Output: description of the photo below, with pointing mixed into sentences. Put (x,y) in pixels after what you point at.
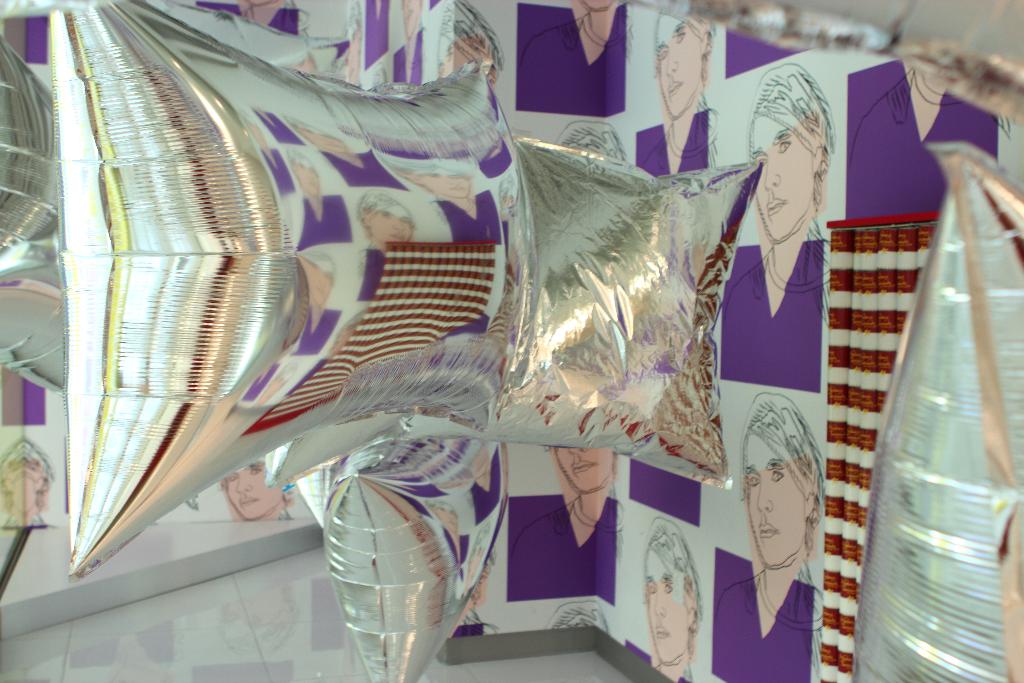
In this image I can see few pillows (440,450). In the background (752,208) there is an object (748,324) which seems to be a board (698,144). On this, I can see few images (785,369) of a person (765,298). At the bottom (196,643), I can see the floor (220,613).
